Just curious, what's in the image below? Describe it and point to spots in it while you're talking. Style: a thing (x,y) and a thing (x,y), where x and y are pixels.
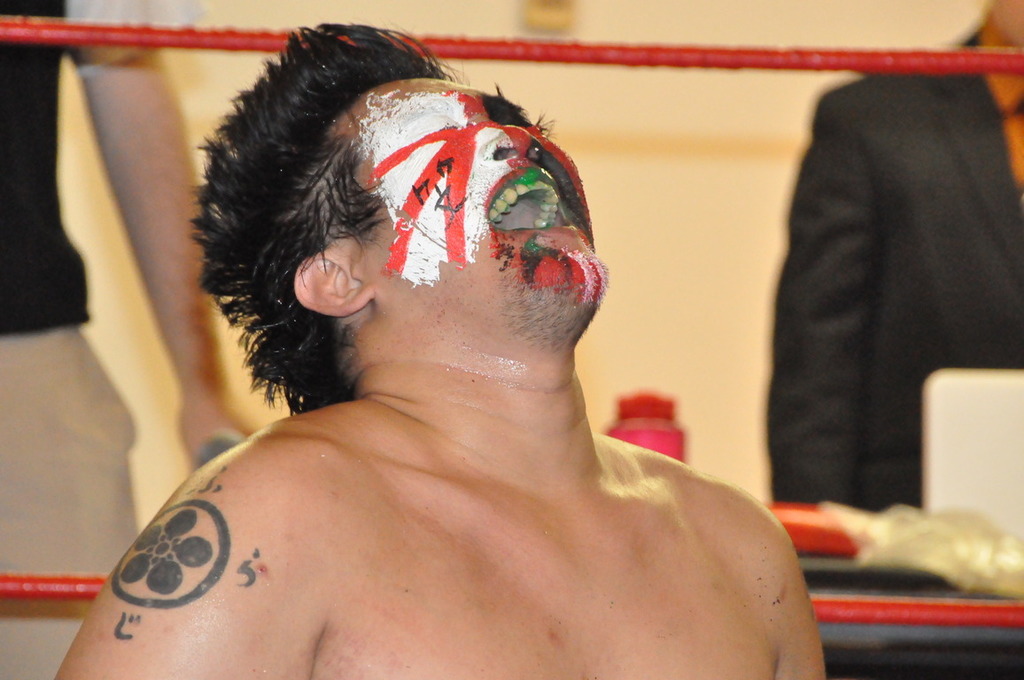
In this picture I can see there is a man (205,251) and he is having a tattoo (200,575) on his right hand (268,561). He has a painting (466,128) on his face (513,180) and in the backdrop (135,157), there are two men (833,258) standing at left (26,122) and right.
